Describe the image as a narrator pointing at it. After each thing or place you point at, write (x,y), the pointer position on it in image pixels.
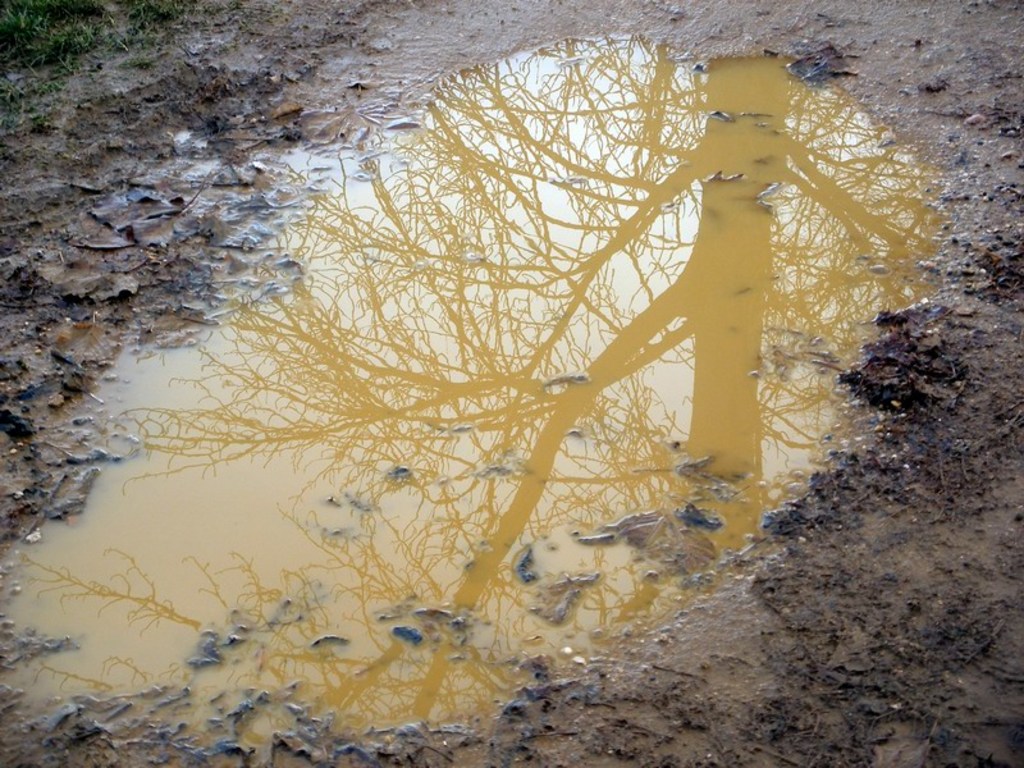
As we can see in the image there is mud (943,521) and water (374,348). In water (458,339) there is tree reflection (532,400).
